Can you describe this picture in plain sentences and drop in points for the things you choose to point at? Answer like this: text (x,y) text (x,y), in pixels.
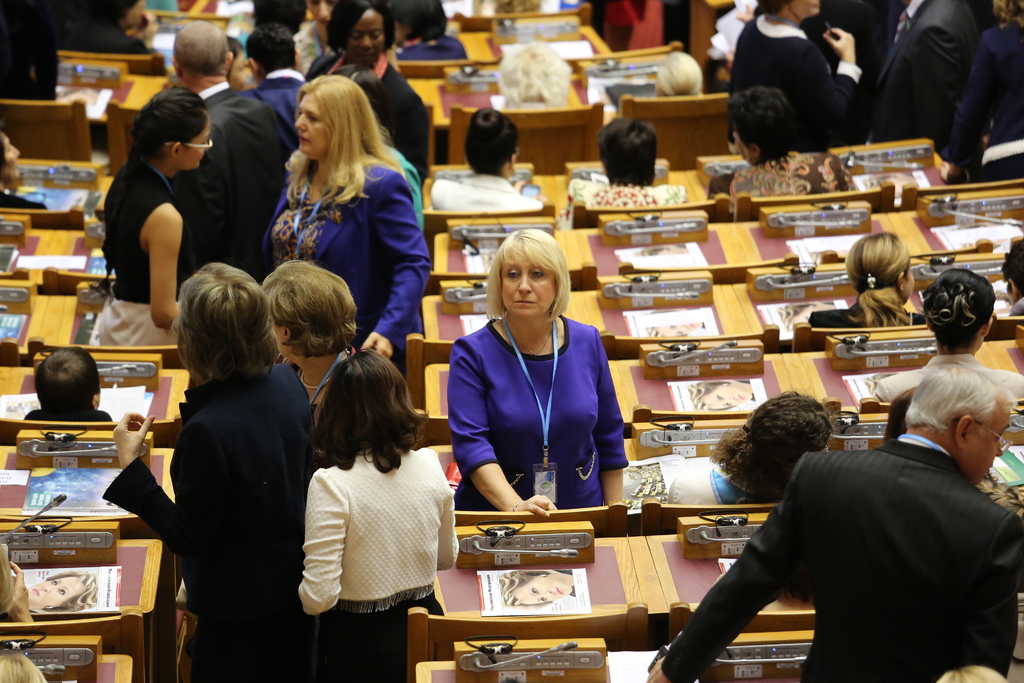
This image is clicked in a auditorium (662,451). There are many people (204,598) in this image. In the middle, there is a woman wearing purple color dress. To the right (884,507), there is a man (952,523) wearing black suit (893,548). There are many tables (748,372) in this image.
